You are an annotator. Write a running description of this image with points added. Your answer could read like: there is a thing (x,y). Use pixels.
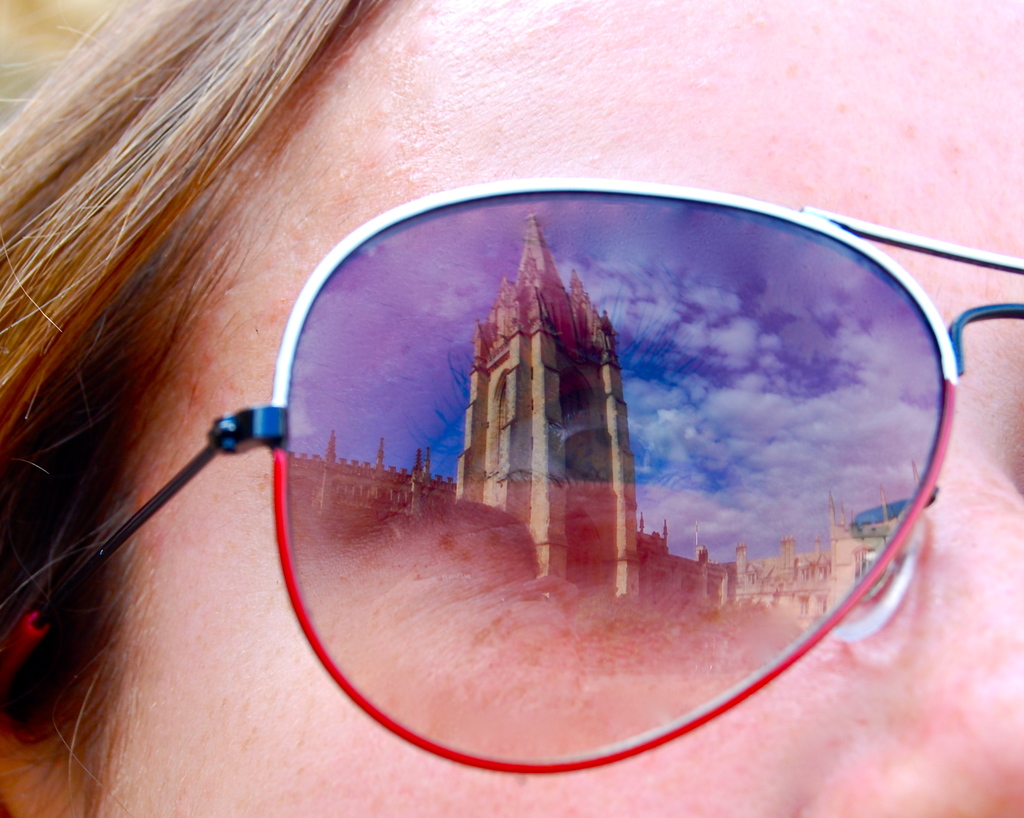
In this image I can see a woman (538,122) wearing goggles (280,533) and in the goggles (399,492) I can see the reflection (442,488) of a building (611,405) and the sky (751,359).
